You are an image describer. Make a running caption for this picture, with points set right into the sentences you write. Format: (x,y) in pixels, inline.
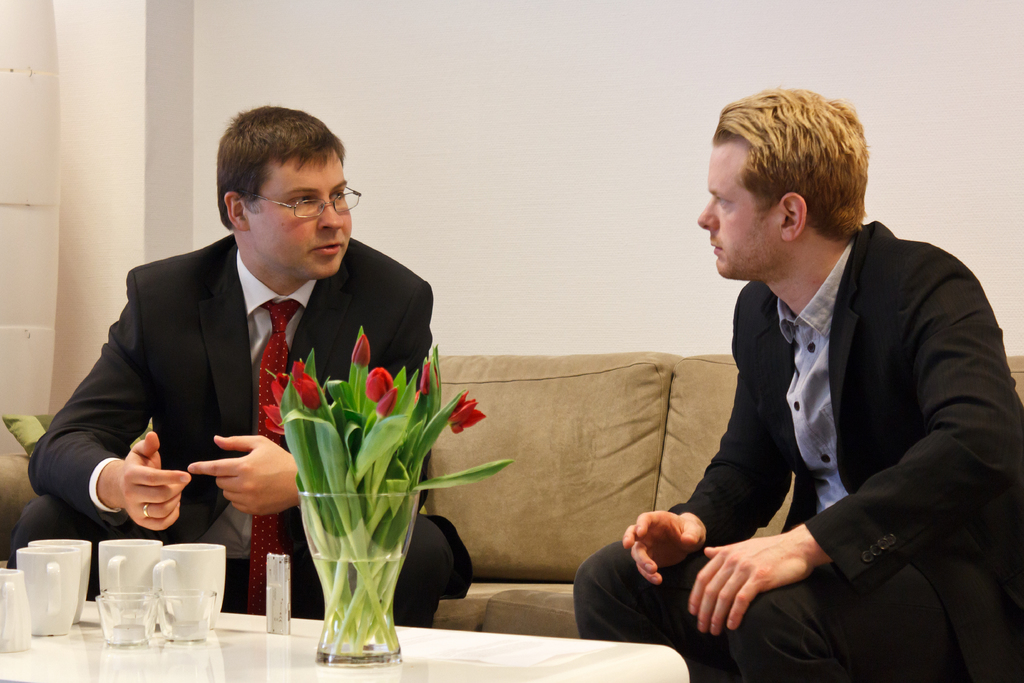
In this image I can see few cups (200,560) and a flower flask (355,591) on the table (410,637). I can see two people (186,390) are sitting on the brown sofa (560,422). In the background (405,75) I can see a white wall (551,112).
